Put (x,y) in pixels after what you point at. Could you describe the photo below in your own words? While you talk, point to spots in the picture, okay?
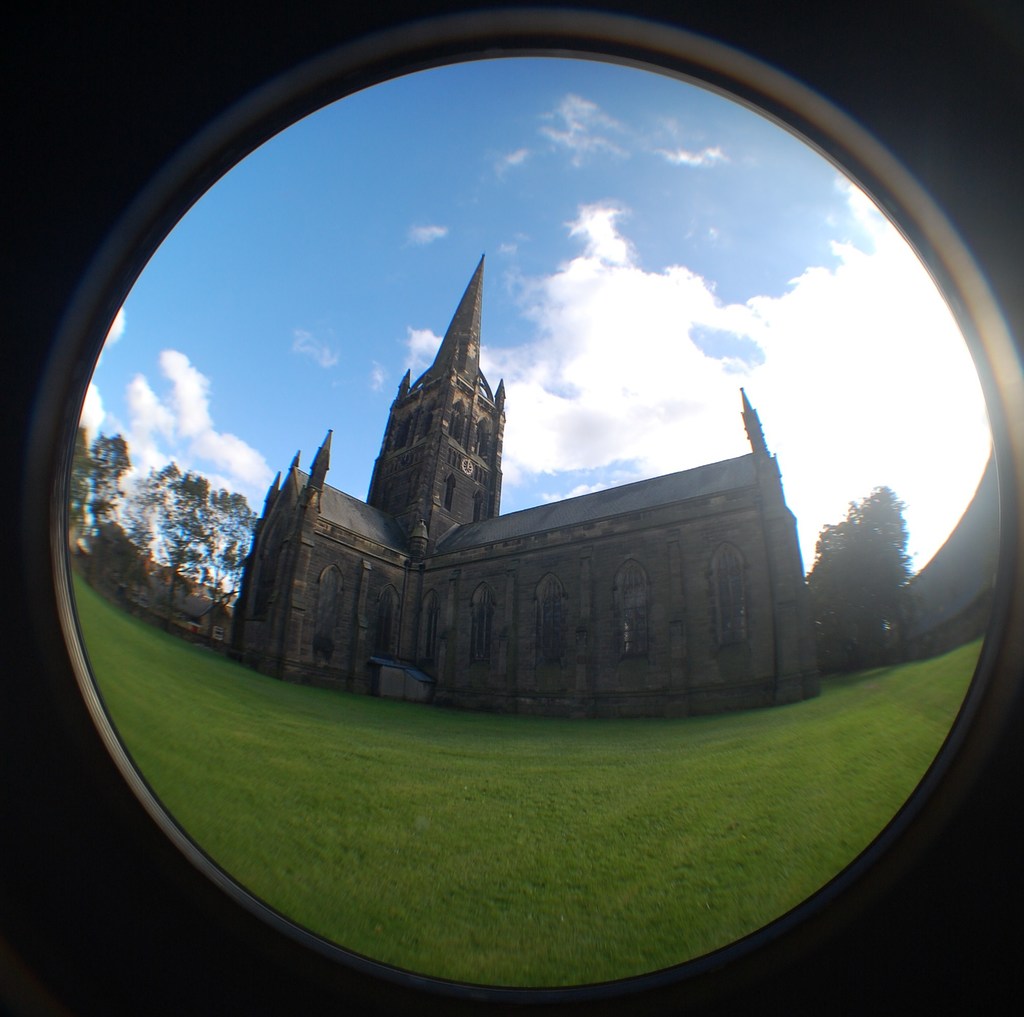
From this glass (782,604) we can able to see clouds (896,370), buildings (481,570), trees (845,547) and grass (700,761). This building (435,679) with window (488,645).
